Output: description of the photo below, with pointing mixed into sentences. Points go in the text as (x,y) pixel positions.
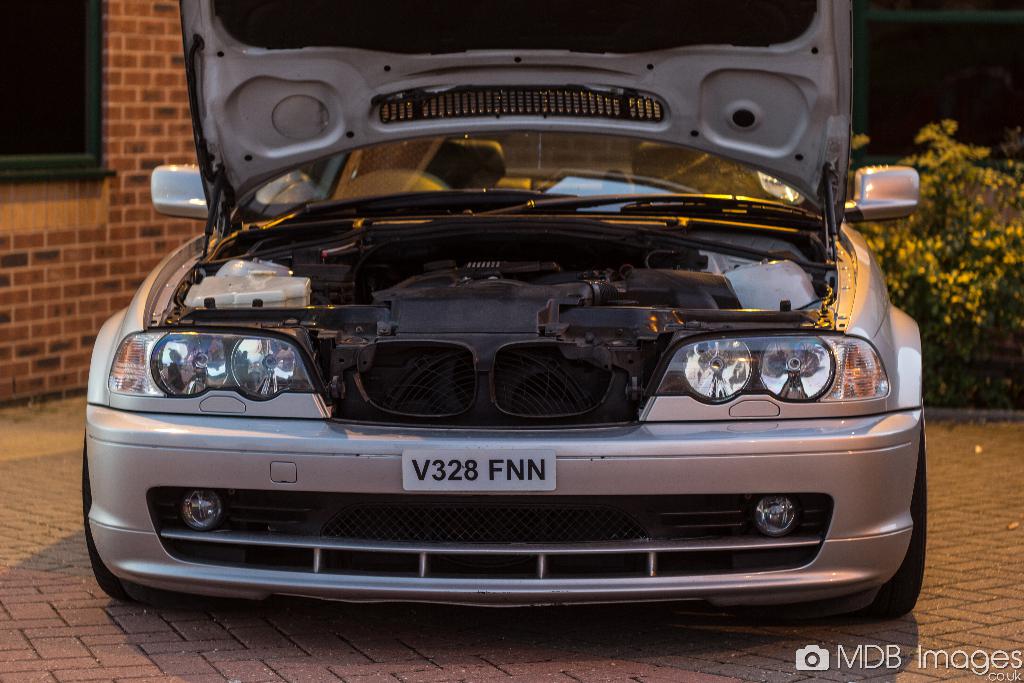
In this image there is a car (531,587) on the floor (625,636). Right side (950,323) there are few plants (952,301). Background (94,155) there is a wall (122,144) having a window (30,118).
